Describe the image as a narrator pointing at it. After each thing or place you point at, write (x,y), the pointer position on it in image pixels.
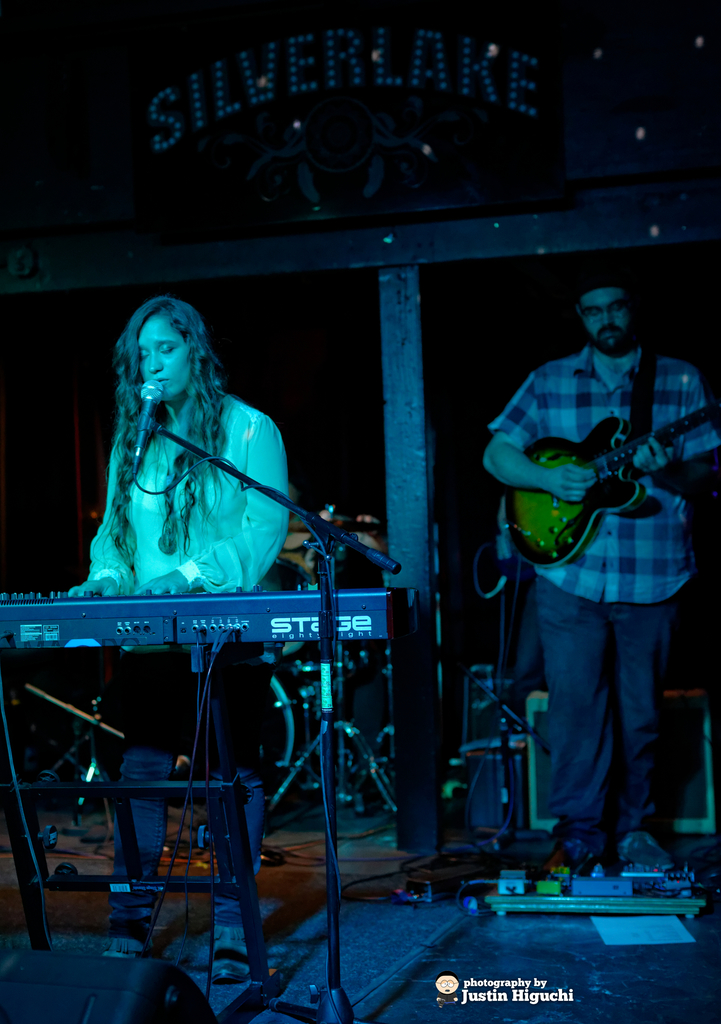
In this image, I can see the man (677,364) and woman (221,454) standing and playing the musical instruments (594,465). In front of the woman (168,389), there is a mike (159,392) with a mike stand (331,964). I can see few objects (373,781) on the floor (411,957). At the bottom of the image (451,979), there is the watermark (496,1000). At the top of the image (238,197), I can see a name board (327,180).
